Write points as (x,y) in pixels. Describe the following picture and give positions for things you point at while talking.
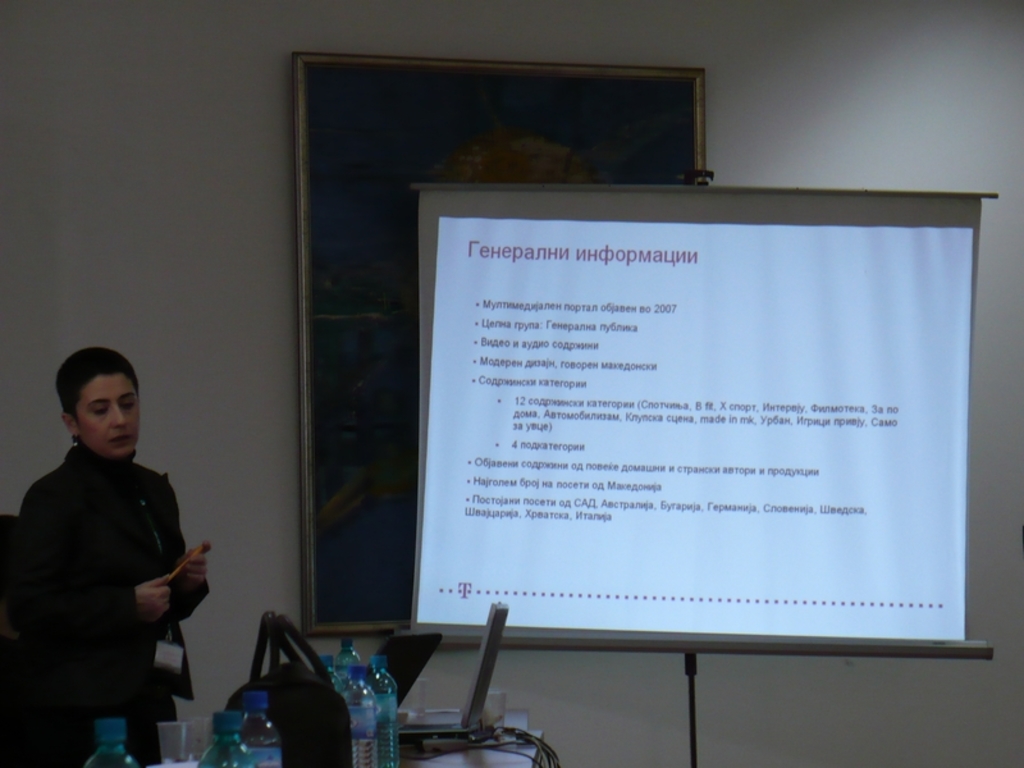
In this image there is one person (111,565) standing on the left side of this image (172,596) and holding an object (183,565). There are some objects (340,706) kept on a table (499,757) in the bottom of this image (363,721). There is a wall (200,175) in the background (732,107). There is a board (377,387) is attached to this wall (716,120). There is a screen (537,327) as we can see on the right side of this image (745,414). There is one laptop (478,681) kept in the bottom of this image, and there are some bottles (359,726) in the bottom left corner of this image (216,732).
